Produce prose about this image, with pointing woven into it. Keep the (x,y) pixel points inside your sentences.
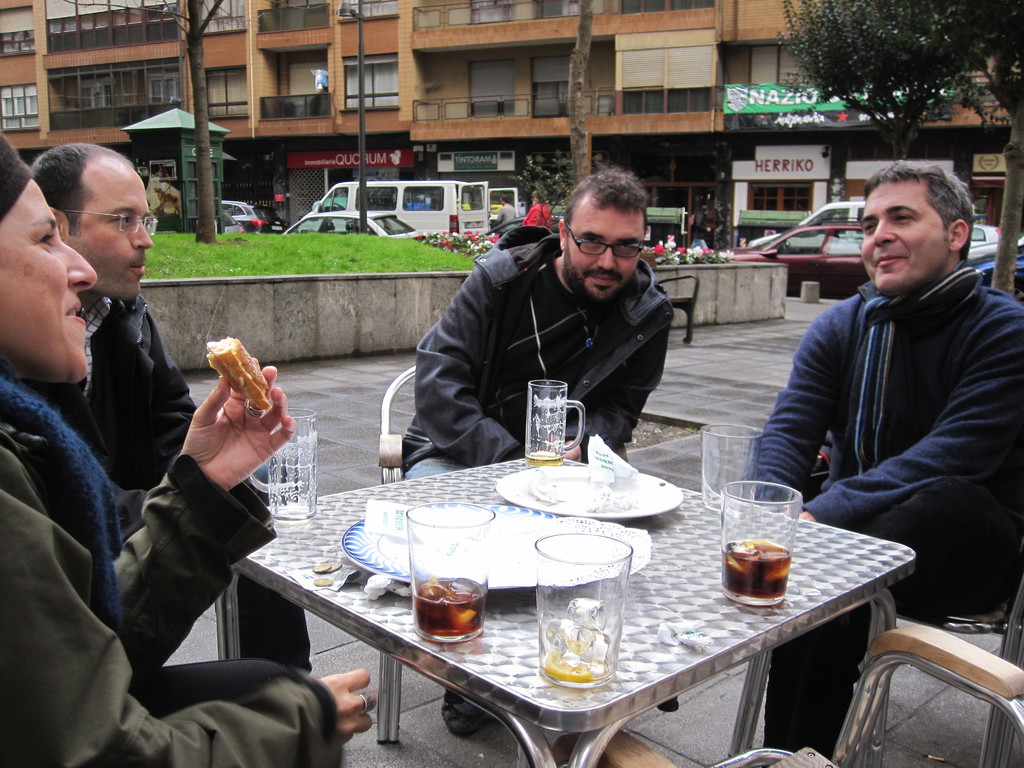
In this image i can see there are four people (457,428) sitting on the chair (384,427) and eating food (234,369). Here we have a table (515,631) with some glasses (481,574) and a two plates (638,492) on it. There are few vehicles (411,214) on the road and buildings (435,70). On the right side of the image (902,63) we have tree (913,77) and on the left side (201,255) we can see grass (267,246). And here we have a phone booth (176,169).
